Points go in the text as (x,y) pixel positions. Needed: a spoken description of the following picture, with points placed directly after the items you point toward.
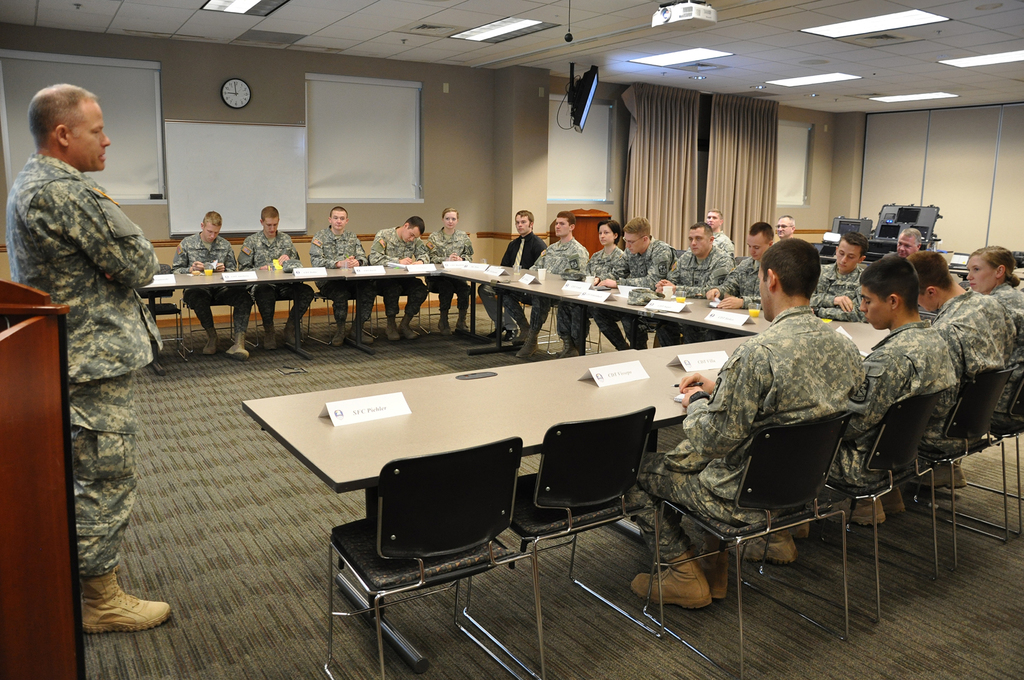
In this image i can see a group of people (589,271) sitting in a military uniform (390,235), at left (150,266) a man (120,271) is standing, at the back ground (288,202) a board (305,139), a clock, at the top (510,26) there is a light (527,26) and a projector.
